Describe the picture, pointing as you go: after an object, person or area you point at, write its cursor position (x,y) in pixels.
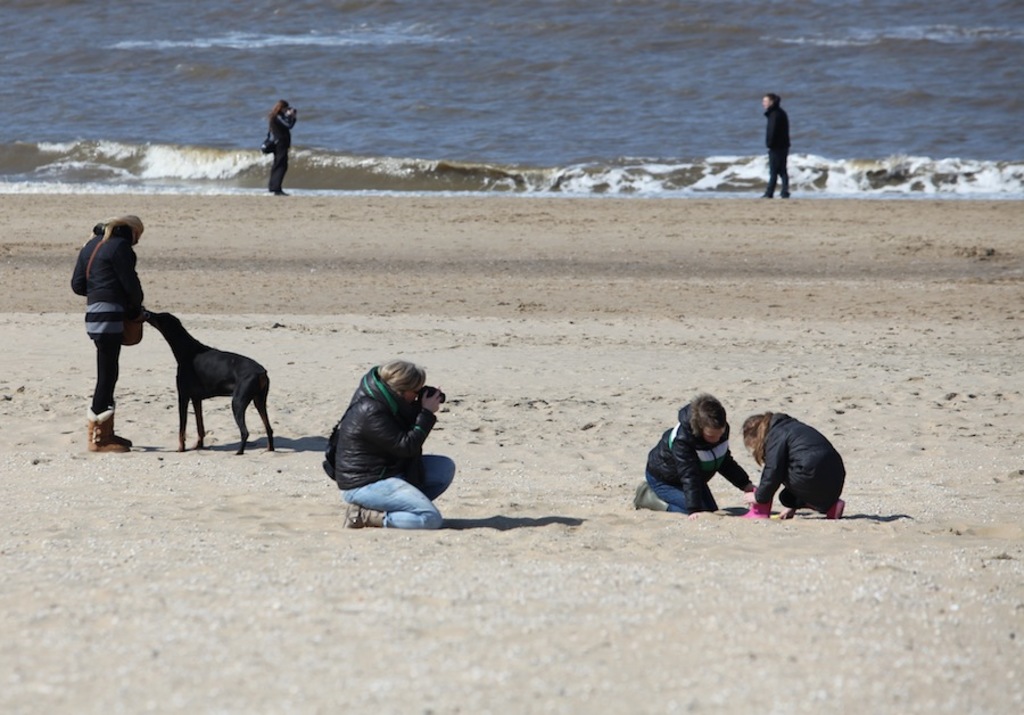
In this image I can see few people (413,387) and a dog (265,418) on the sand (404,574). In the back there are two people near the water (544,147).
